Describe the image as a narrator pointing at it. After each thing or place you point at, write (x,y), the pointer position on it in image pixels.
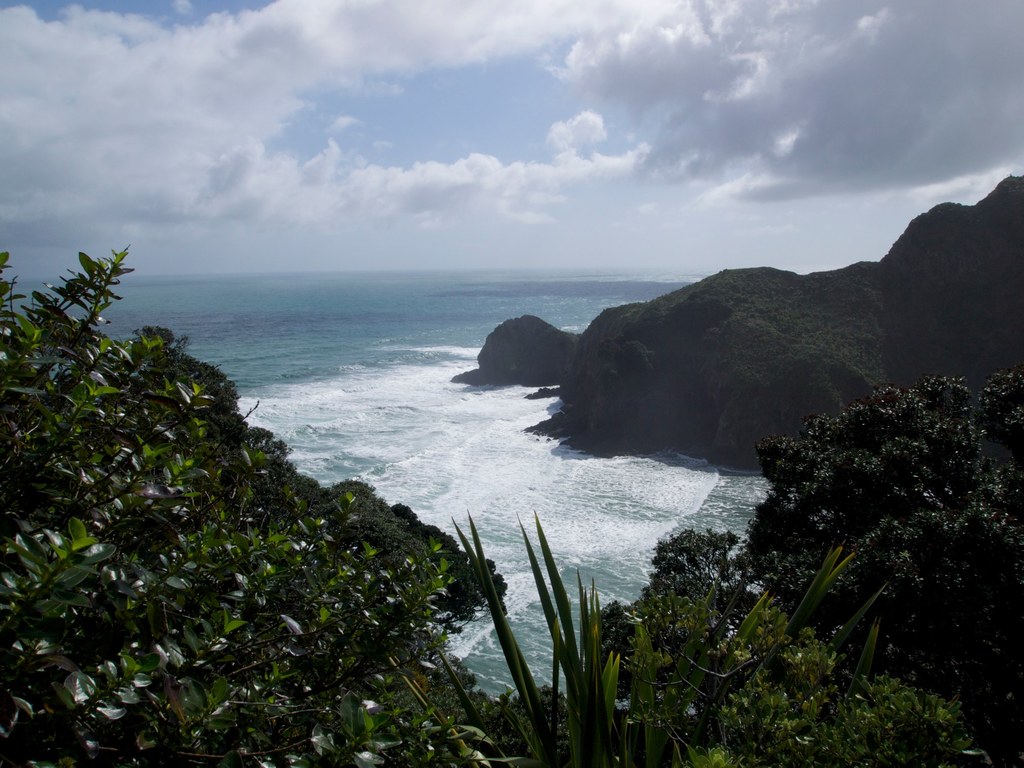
In this picture we can see water (421,320) and few trees (822,517), in the background (795,257) we can see clouds (594,189).
